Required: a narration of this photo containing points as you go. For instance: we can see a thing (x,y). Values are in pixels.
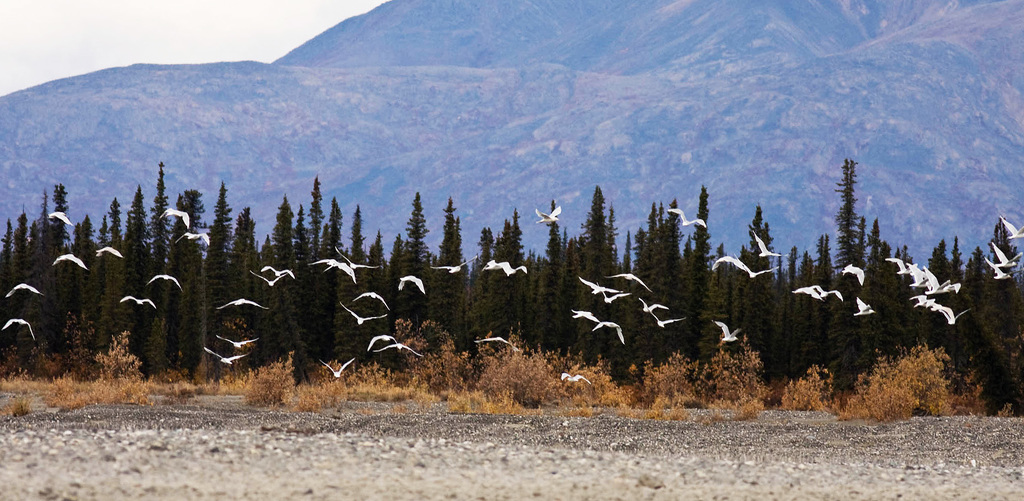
In this image we can see some birds (172,280) are flying. In the background of the image (385,275) there are trees (541,311), mountains (475,101) and sky (122,36).
